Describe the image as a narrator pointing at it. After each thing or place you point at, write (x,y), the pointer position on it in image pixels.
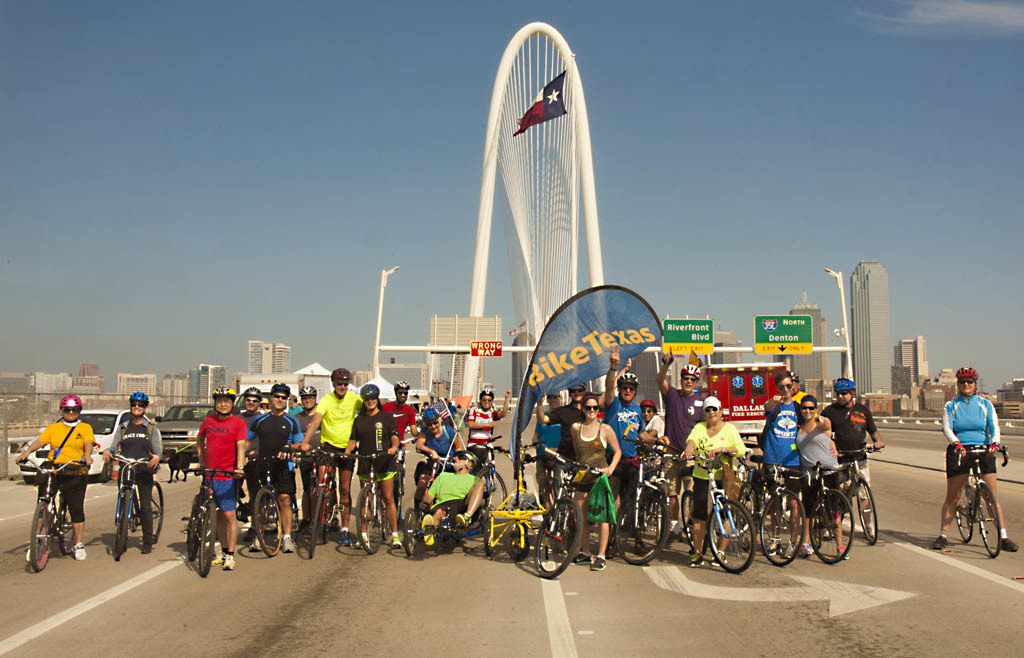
In this image there are group of people (362,449) standing on the floor (397,586) by holding the cycles (154,491) and wearing the helmets (285,385). Behind them there is an arch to which there are boards (698,328). On the right side (895,453) there is a road (904,456) on which there is a vehicle (770,378) in the background (763,365). At the top (545,108) there is a flag (561,104). Behind the flag (545,108) we can see there are so many buildings (252,342) in the background (716,359). At the top (825,77) there is the sky (825,77). On the road (653,600) there is an arrow symbol (770,597).
